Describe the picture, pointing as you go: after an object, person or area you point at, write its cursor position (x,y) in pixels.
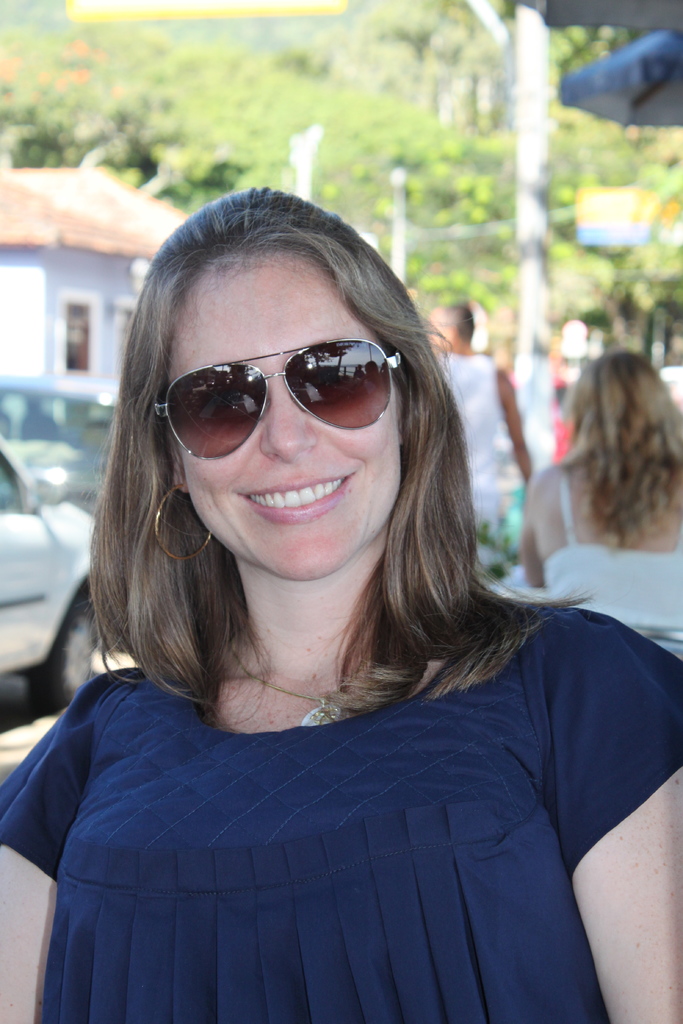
In the picture there is a woman (290,624) in the foreground (300,431), she is wearing goggles (329,408) and smiling, behind the woman (145,363) there are vehicles (62,404), house (107,335), trees (450,286) and other people (474,386).
